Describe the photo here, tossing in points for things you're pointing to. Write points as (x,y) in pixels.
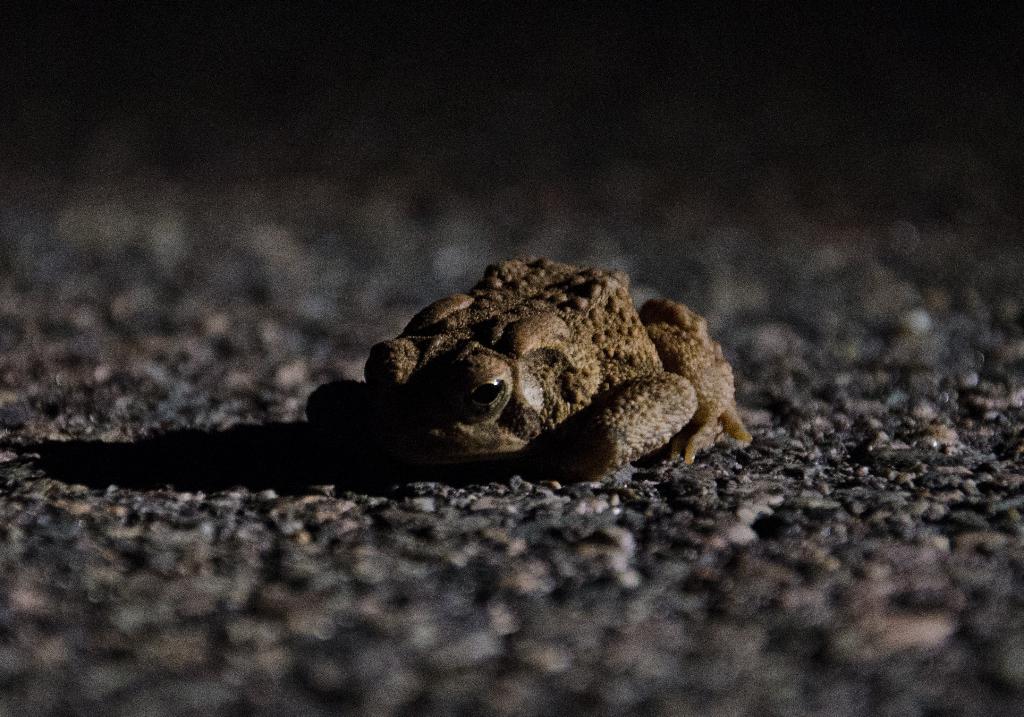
In the image we can see a frog (478,331) and this is a road (581,571).
